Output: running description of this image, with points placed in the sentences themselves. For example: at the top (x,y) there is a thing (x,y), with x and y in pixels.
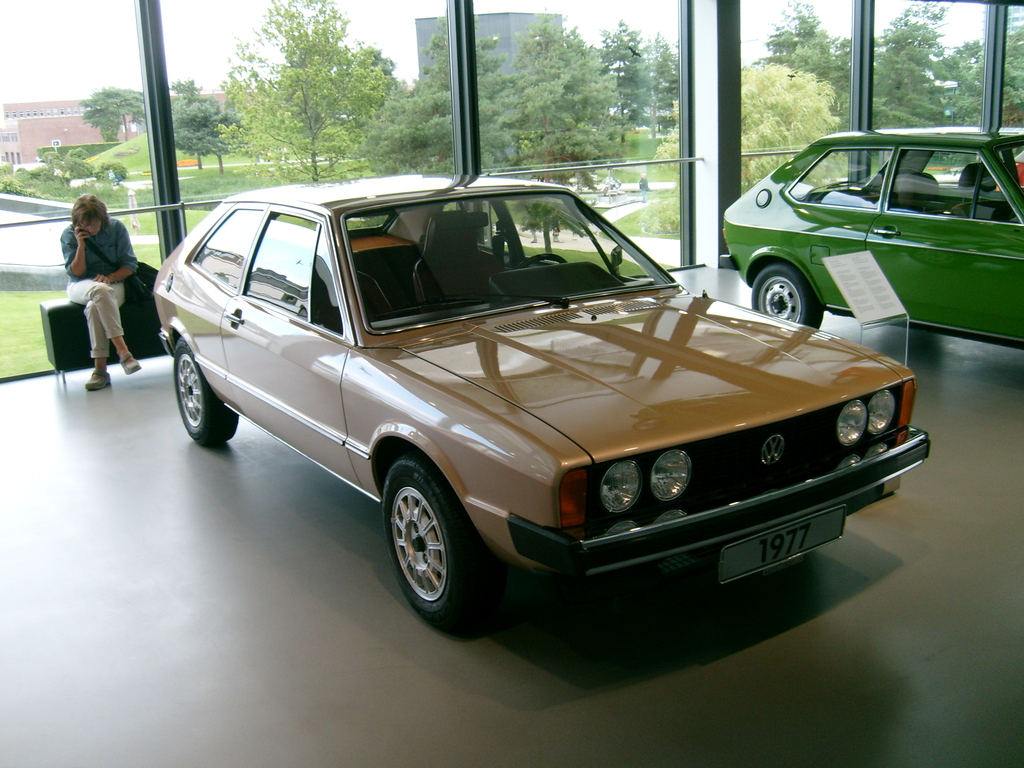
There is a person (95,298) sitting on chair (68,340) and wore bag (109,263) and we can see cars (769,327) and board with stand (892,340) on floor (630,652) and we can see glass (587,75), through this glass (355,67) we can see trees (311,91), grass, buildings (514,45) and sky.
